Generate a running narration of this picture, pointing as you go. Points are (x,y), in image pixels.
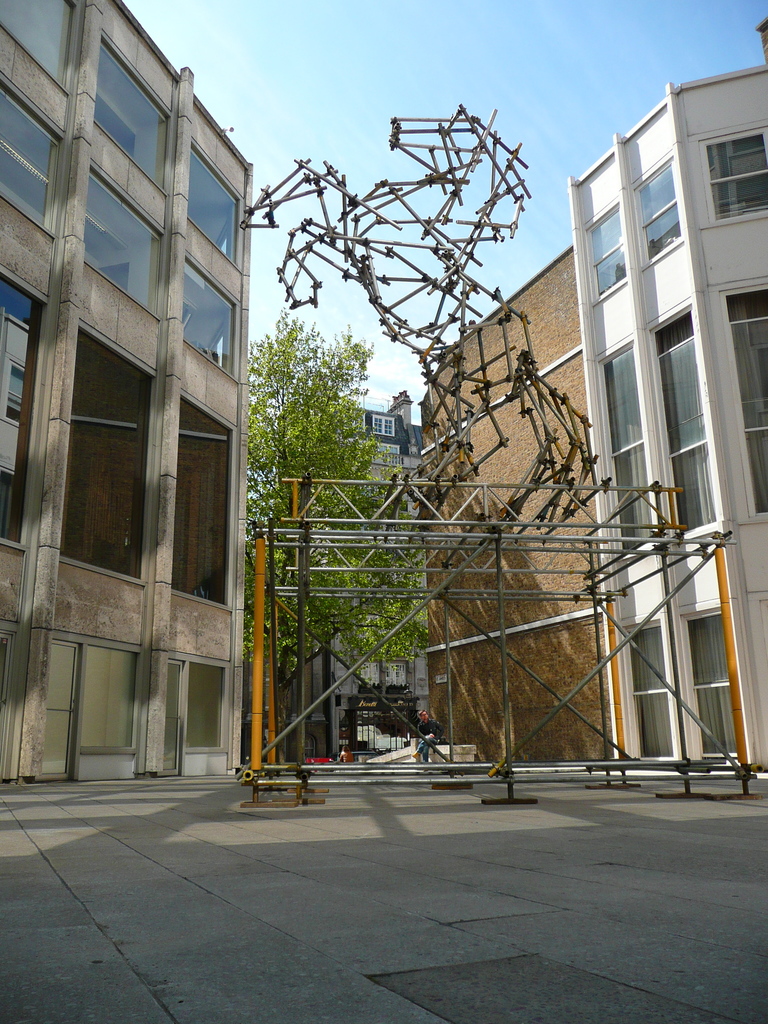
In this picture we can see the road (89,899), tree (346,632), buildings (185,160) with windows (619,416), rods (612,525), person (426,716) sitting on a platform (440,760) and some objects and in the background (315,160) we can see the sky (550,38).
